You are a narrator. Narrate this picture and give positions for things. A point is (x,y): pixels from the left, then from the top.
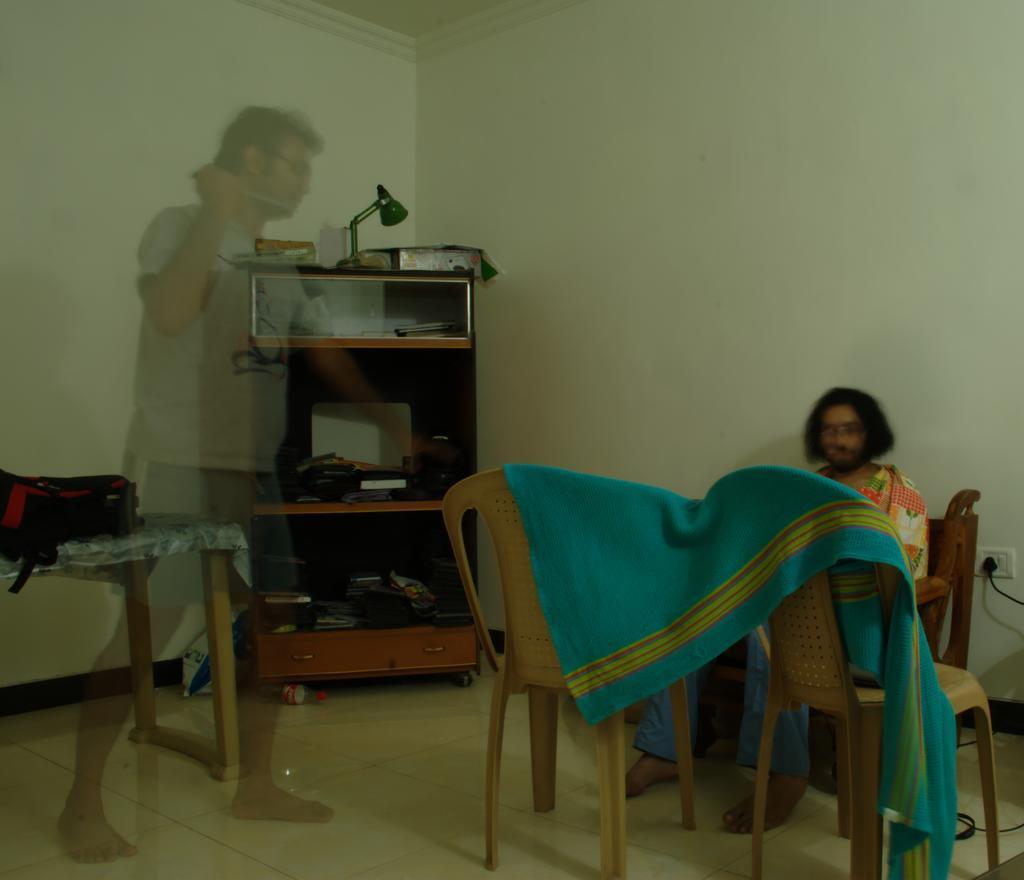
In the image we can see one person (895,510) sitting on the chair (946,556) around the table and we can see cloth (664,536) on two chairs (511,603). We can see shelf (358,548) with few objects (383,453) and one more table (55,539). And one person (211,380) standing holding an object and back we can see wall (698,214).
